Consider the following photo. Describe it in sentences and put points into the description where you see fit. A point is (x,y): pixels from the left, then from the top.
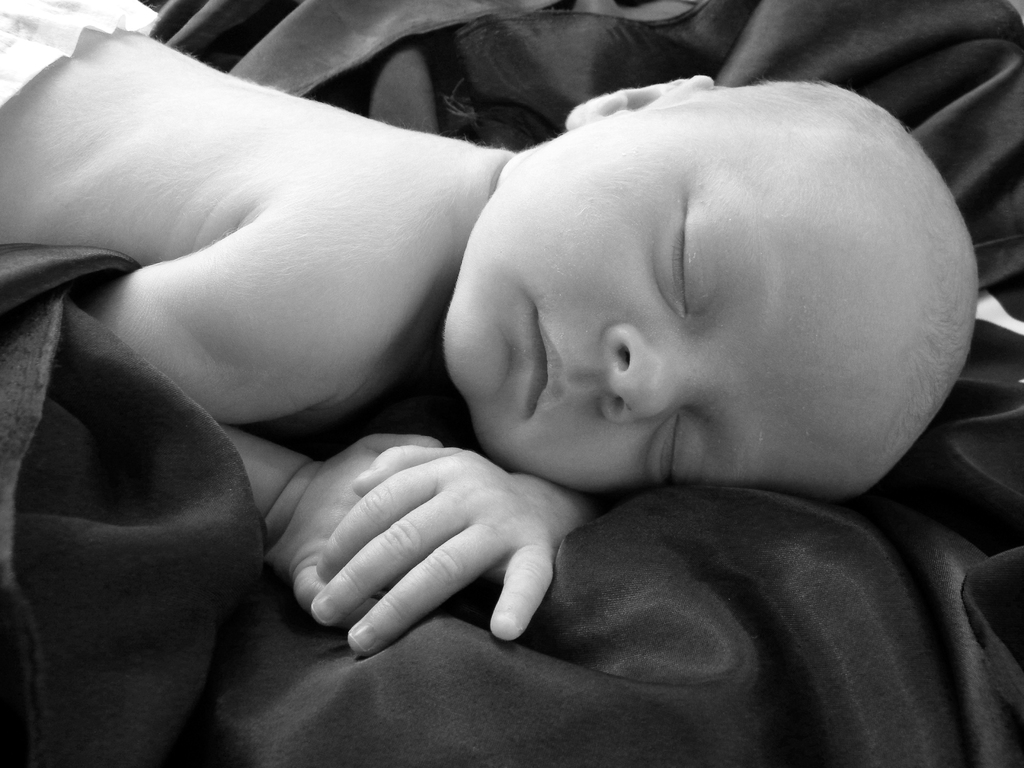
In the image there is a baby (501,260) laying on a bed sheet (661,548), this is black and white picture.
